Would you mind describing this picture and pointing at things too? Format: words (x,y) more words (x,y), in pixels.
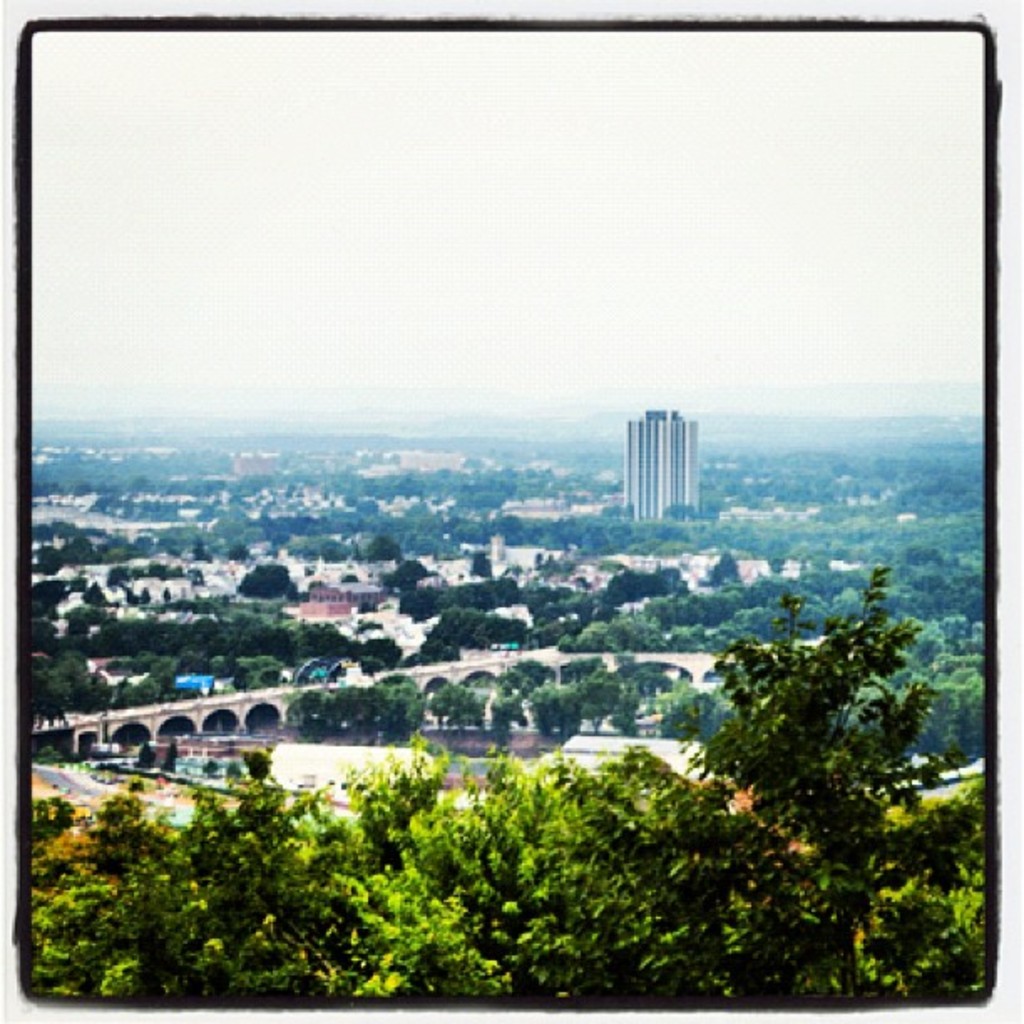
In this image we can see many trees (668,885), buildings (513,617), road (65,784) and also bridge (152,721). We can also see the sky (429,205) and the image has borders (985,489).
